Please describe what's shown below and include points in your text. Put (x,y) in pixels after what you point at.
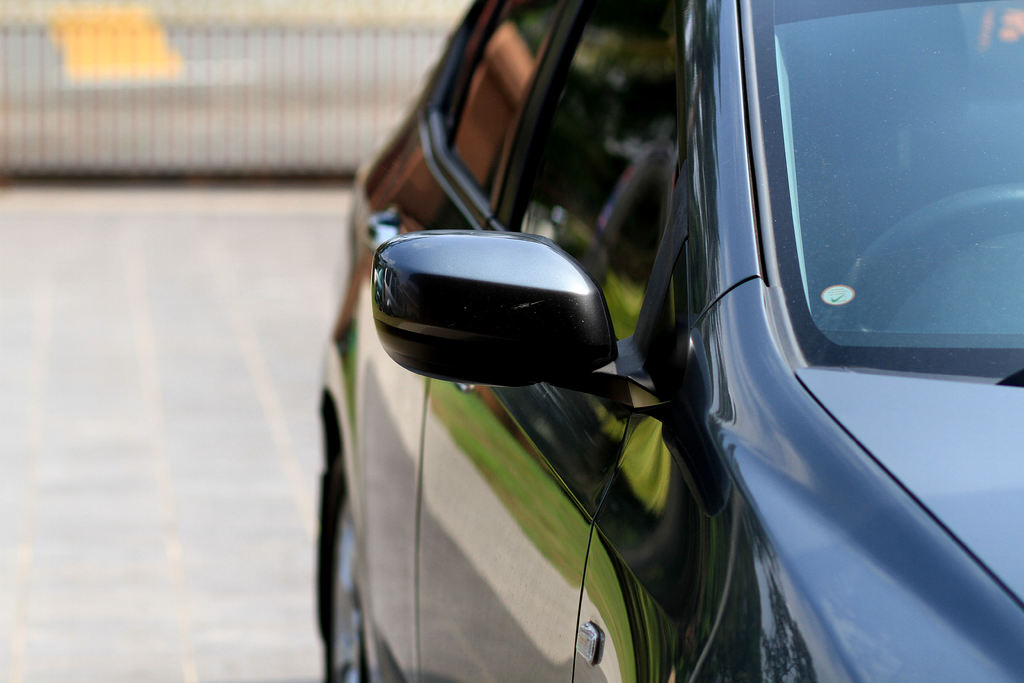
In this image there is a black color car (634,359), and there is blur background (274,198).
